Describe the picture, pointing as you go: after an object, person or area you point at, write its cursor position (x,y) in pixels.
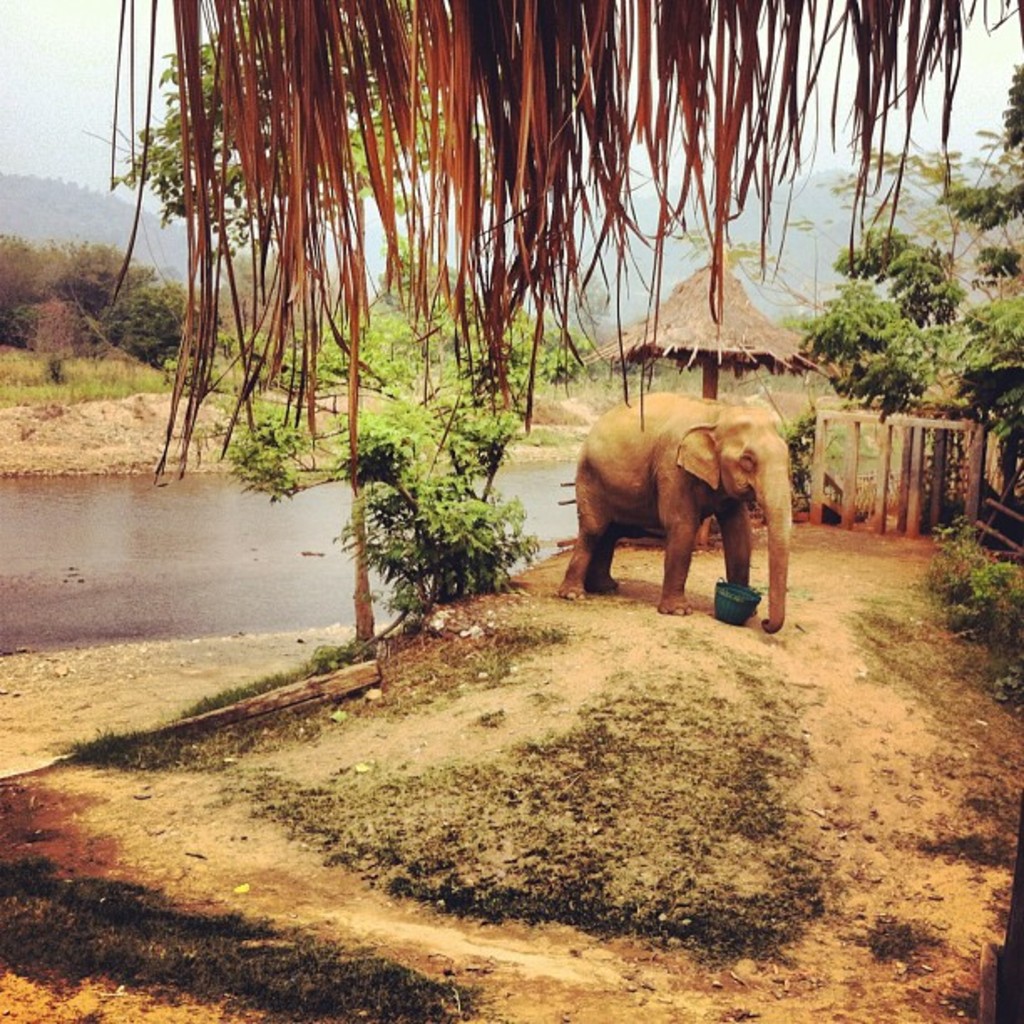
In the image we can see an elephant (702,459) and the bucket (723,610). Here we can see grass (556,802), plants (918,329) and trees (939,271). Here we can see water (162,560), hill (64,220) and the sky (82,98).
